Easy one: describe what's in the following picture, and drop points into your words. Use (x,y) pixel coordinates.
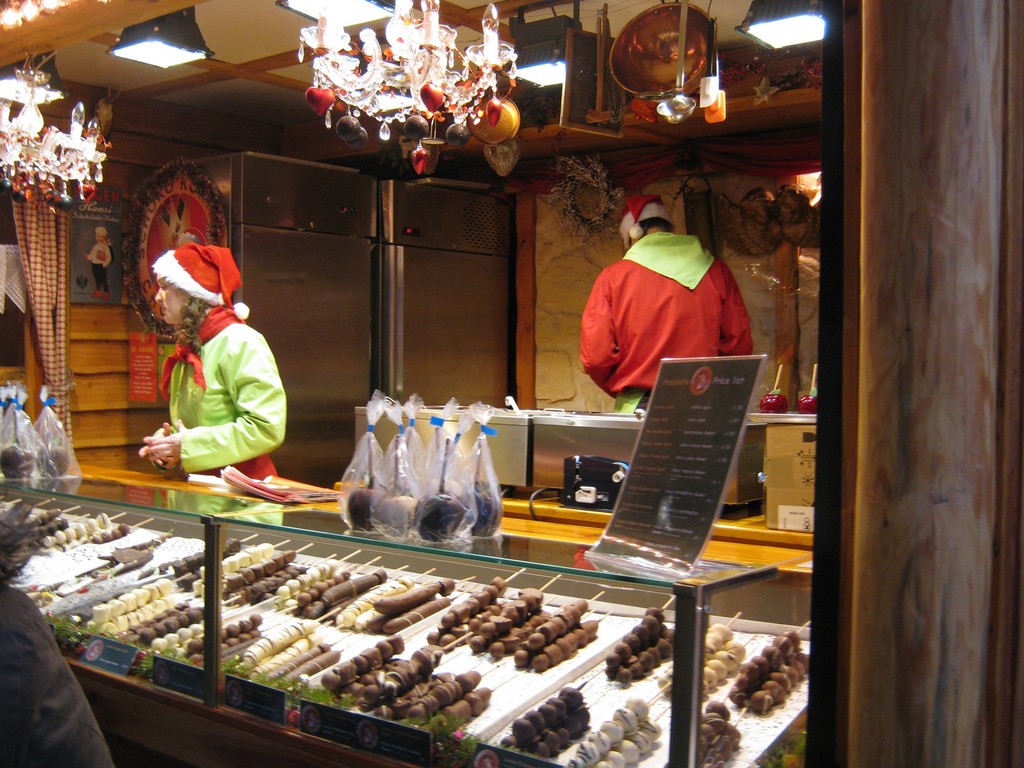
In this image we can see a shop (196,606) and there are food items (107,626) on a platform (192,715) and they are cover by a glass platform (171,531) and there are food items (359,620), menu card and objects (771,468) on the glass platform (161,540). We can see two persons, curtain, clothes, frames (187,177) on the wall (6,377), lights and objects (510,469) on the platform (589,671).
